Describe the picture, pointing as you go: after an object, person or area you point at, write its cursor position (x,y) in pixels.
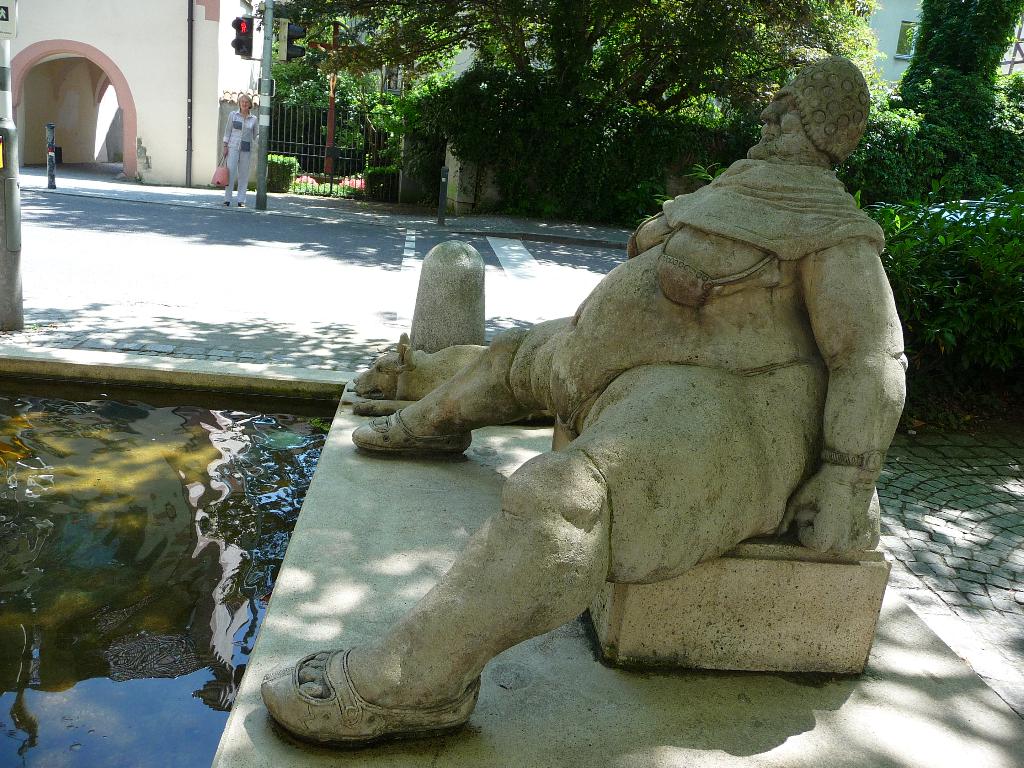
In this picture we can see a statue (726,236) of a person (825,228) wore cap (812,127), watch (847,465), shoe (341,680) sitting on a stone (735,576) and aside to this statue (457,397) we have dog statue (380,364) and in front of this statue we have water (197,532) and in the background (245,105) we can see road (333,290) and woman (255,116) is standing at the traffic signal (280,54), trees (589,52), building (876,17), gate (338,127), arch (134,144), pipe (191,82).
